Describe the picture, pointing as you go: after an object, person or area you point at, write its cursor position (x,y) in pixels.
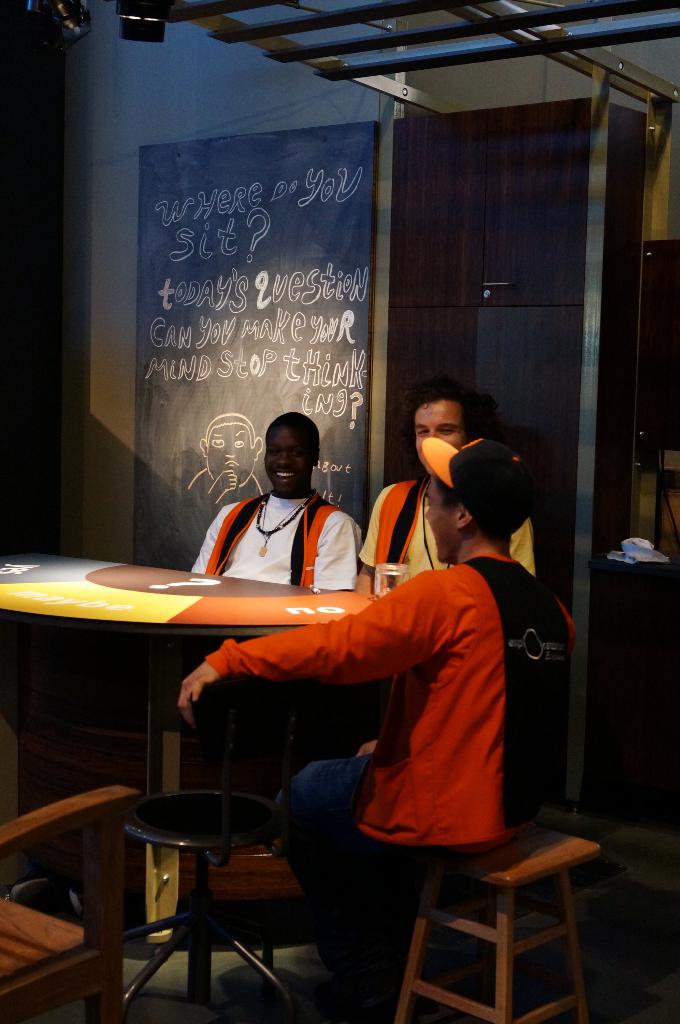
there are three people (372,638) sitting in a chair (298,705) with table (191,626) in front of them and laughing.
